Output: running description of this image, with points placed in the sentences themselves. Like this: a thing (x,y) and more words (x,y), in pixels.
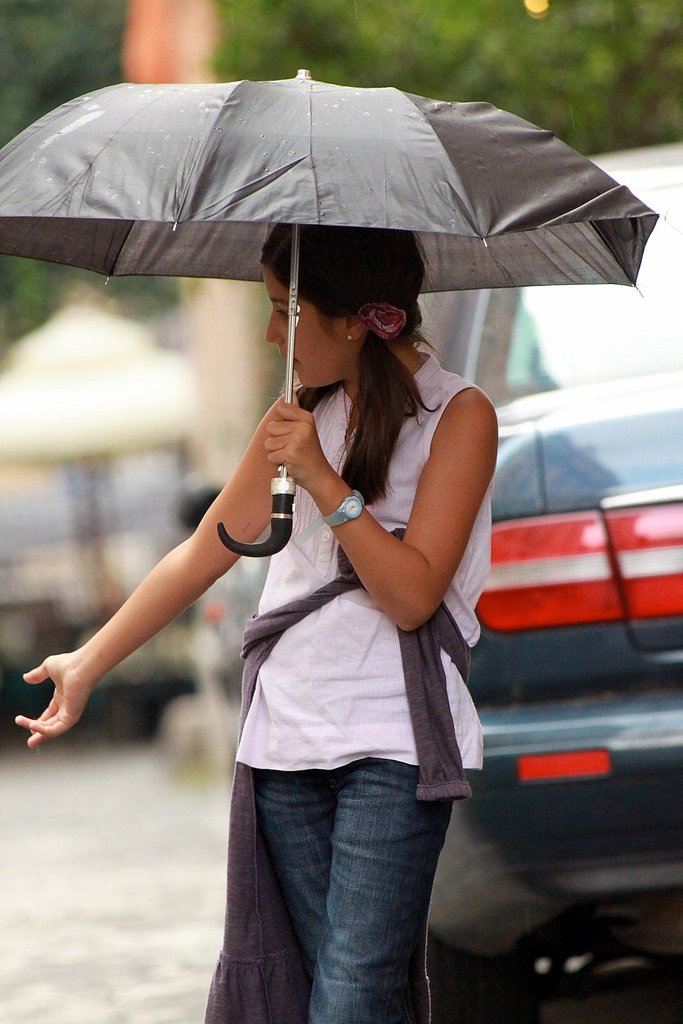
In this image there is a lady (330,679) standing and holding an umbrella (255,226), behind the lady (459,482) there is a car (543,787). In the background (602,76) there are trees (571,52).
